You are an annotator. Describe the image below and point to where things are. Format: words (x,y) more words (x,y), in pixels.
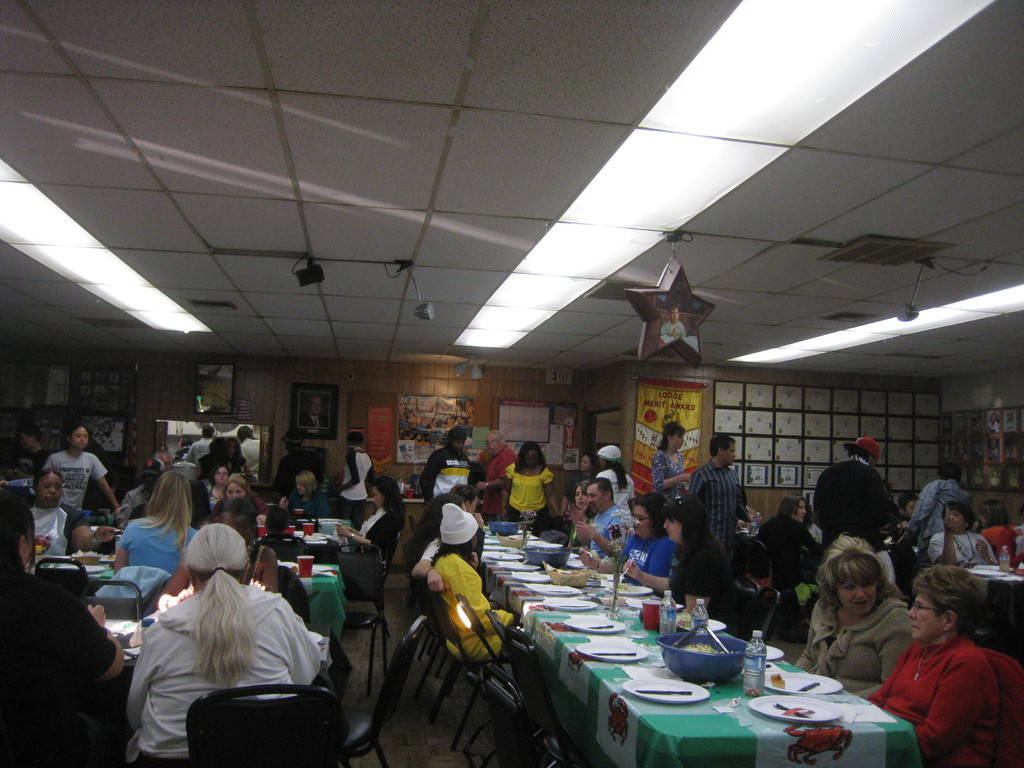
In this image there are group of people (510,616), few people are sitting on the chair (517,650). On the table (599,637) there is a plate (670,682), knife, bowl (732,660), water bottle (746,684) and a food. Table (658,728) is covered with a cloth (626,739). At the background (416,427) there are frames (303,411) on the wall (367,411) and the banner (668,392) hanging to the wall (541,392).
